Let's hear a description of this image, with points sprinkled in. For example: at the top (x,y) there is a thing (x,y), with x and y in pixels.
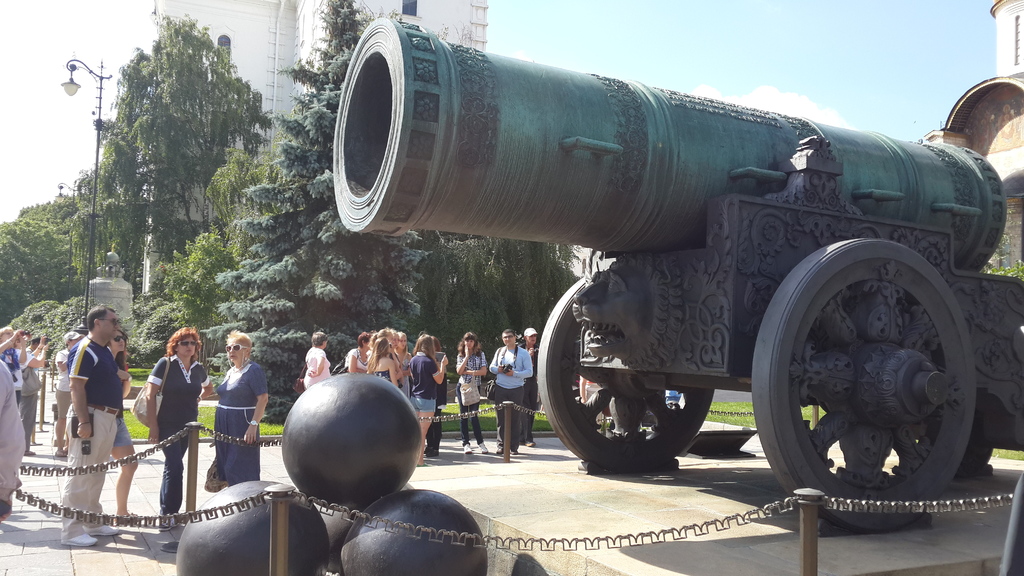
In this picture I can see the cannon weapon (404,232). I can see a number of people (381,354) standing on the surface (518,509). I can see the metal grill fence (286,489). I can see trees (117,218). I can see the buildings (268,68). I can see light pole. I can see clouds (70,122) in the sky (109,117).
